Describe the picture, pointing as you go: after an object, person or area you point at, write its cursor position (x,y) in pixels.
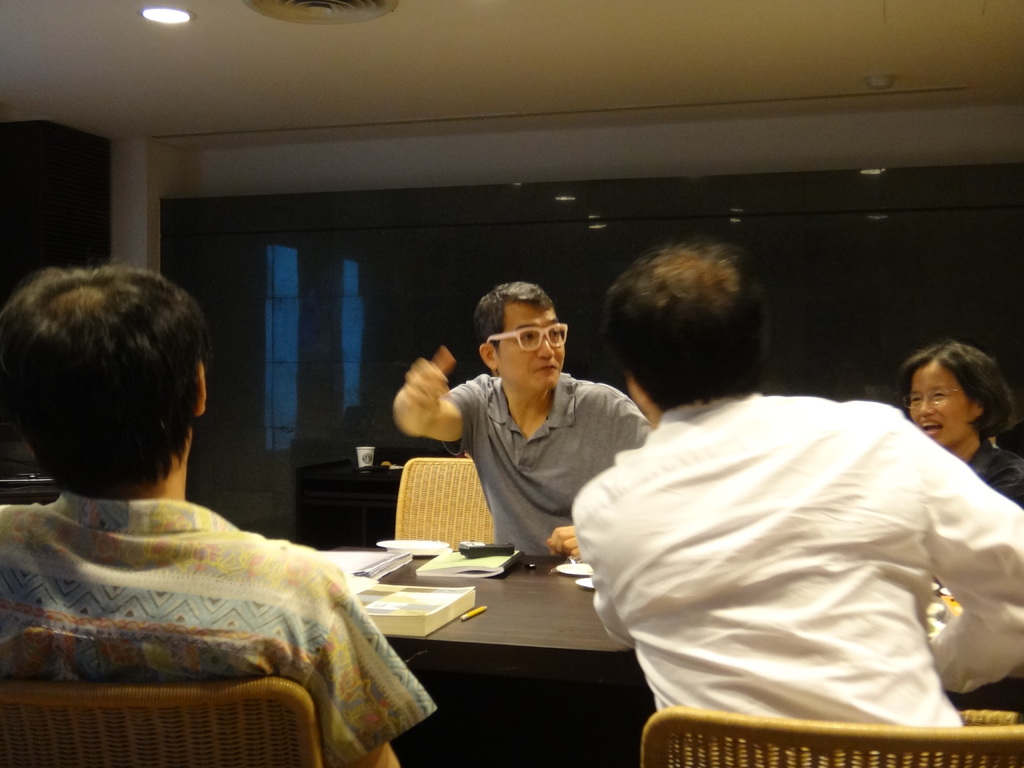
In this picture there is a man (522,541) wearing grey color t-shirt (512,442) sitting on the chair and talking. In the front (526,645) there is a table (456,660) with some books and two person (763,658) sitting on the chair (17,686) and watching to him. In the background (421,308) there is a glass wall (386,352).
